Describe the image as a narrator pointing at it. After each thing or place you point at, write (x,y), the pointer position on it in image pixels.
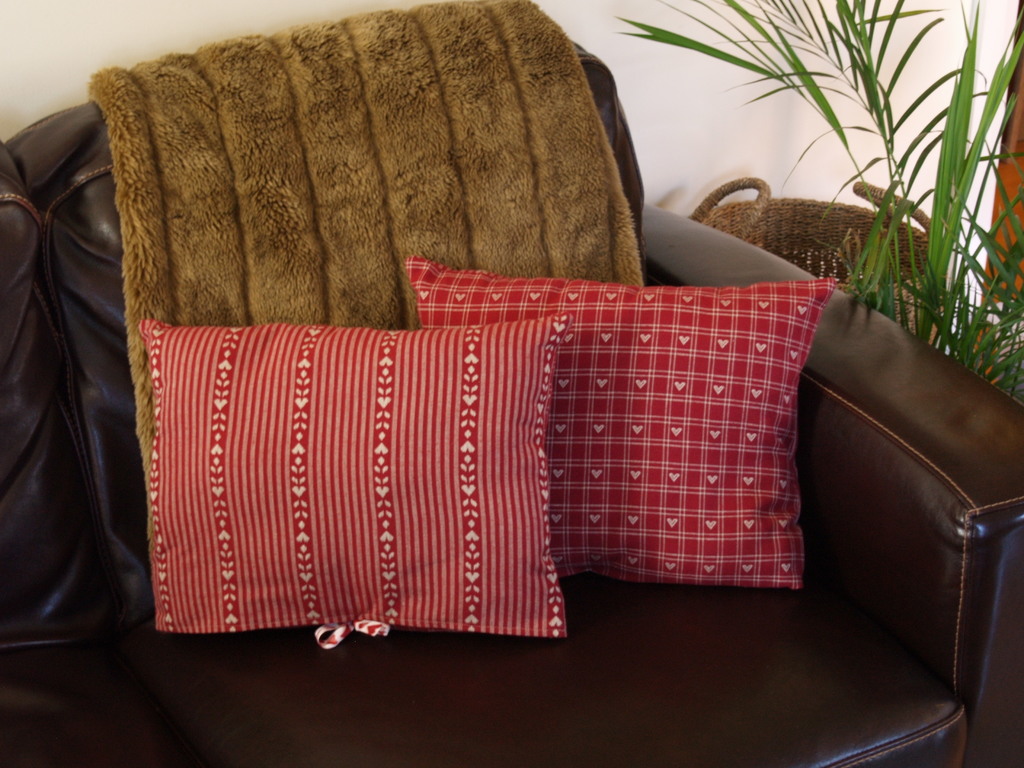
There is a sofa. There is a pillow (670,389) and towel (501,104) on a sofa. We can see in the background (816,7) there is a wall (831,15) and plants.
